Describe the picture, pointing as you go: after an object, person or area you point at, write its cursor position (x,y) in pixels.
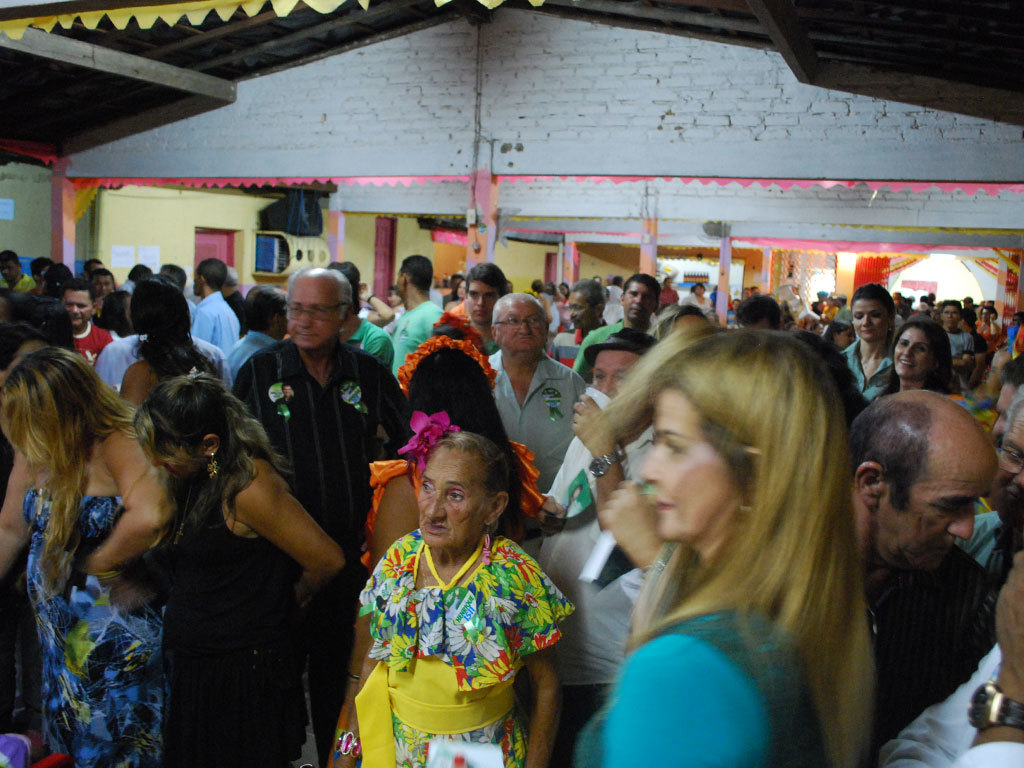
In the image there is a huge crowd (250,693) in front of a building (475,87), they are standing under a roof (265,24).
